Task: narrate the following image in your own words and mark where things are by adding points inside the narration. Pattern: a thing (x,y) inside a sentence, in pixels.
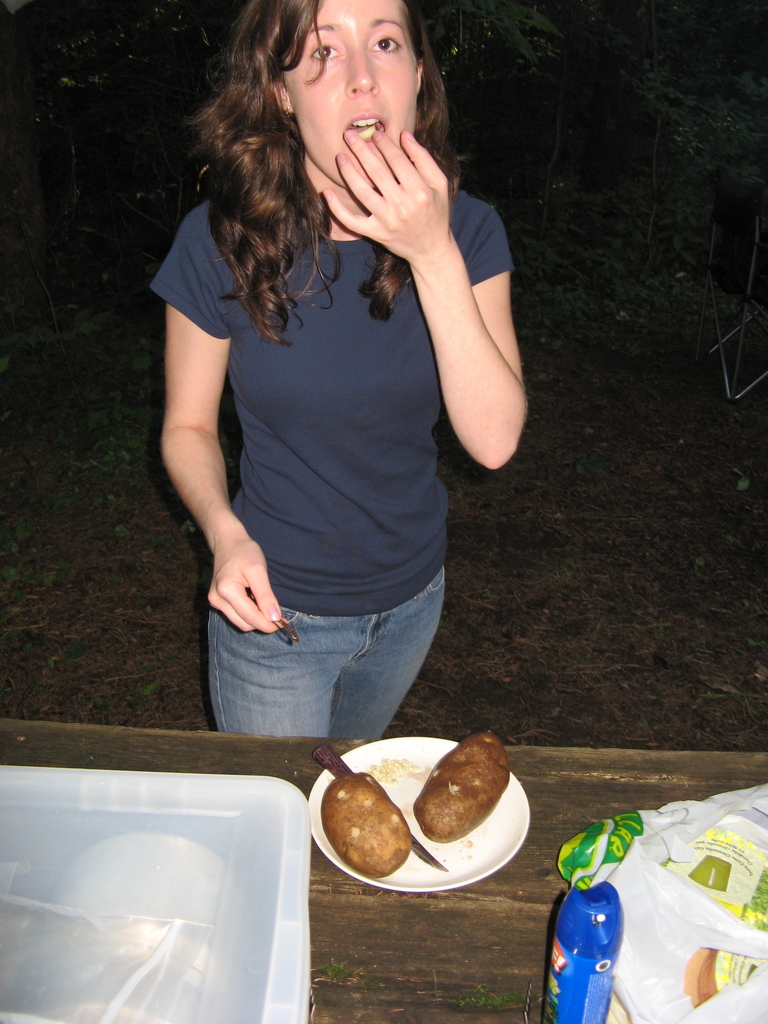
In this image there is a girl (329,479) standing near the table (192,735) by holding the knife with her right hand (263,623). In front of her there is a table (386,1020) on which there are covers (649,910), boxes (185,926) and a plate (417,882) on which there are two potatoes (396,822) and a knife (420,848).
